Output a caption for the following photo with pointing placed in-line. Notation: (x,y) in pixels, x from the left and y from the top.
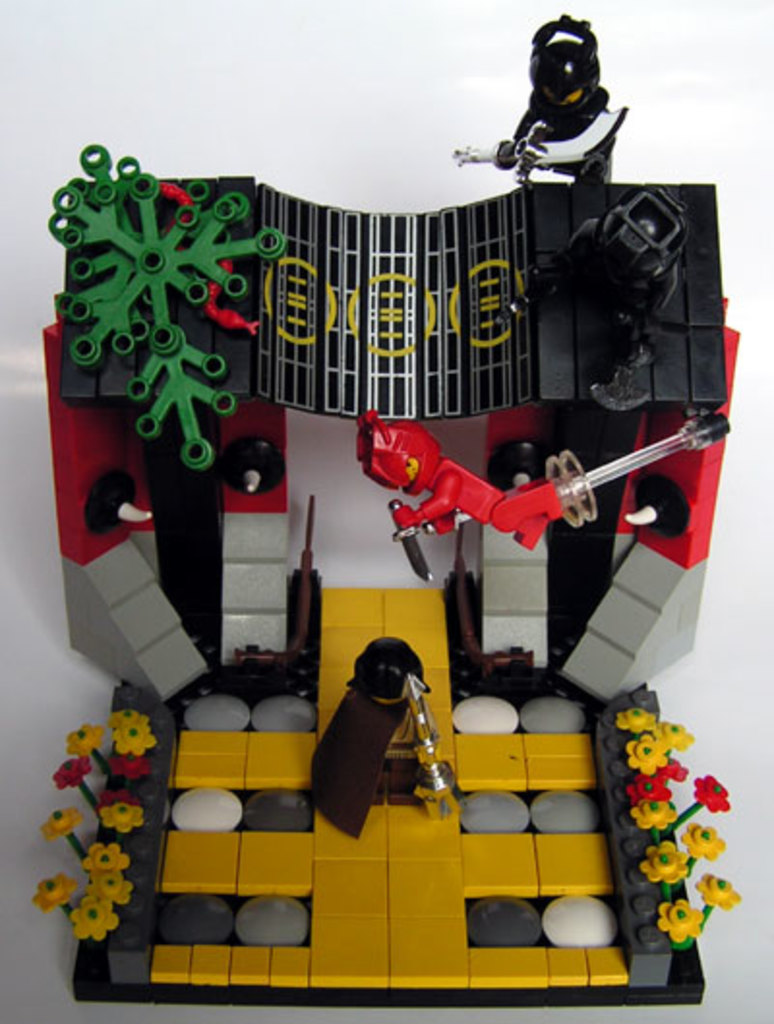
In this picture, we see the Lego figures (430,446) and the toys (259,413) in green, red, yellow, grey and black color. In the background (313,143), it is white in color.
